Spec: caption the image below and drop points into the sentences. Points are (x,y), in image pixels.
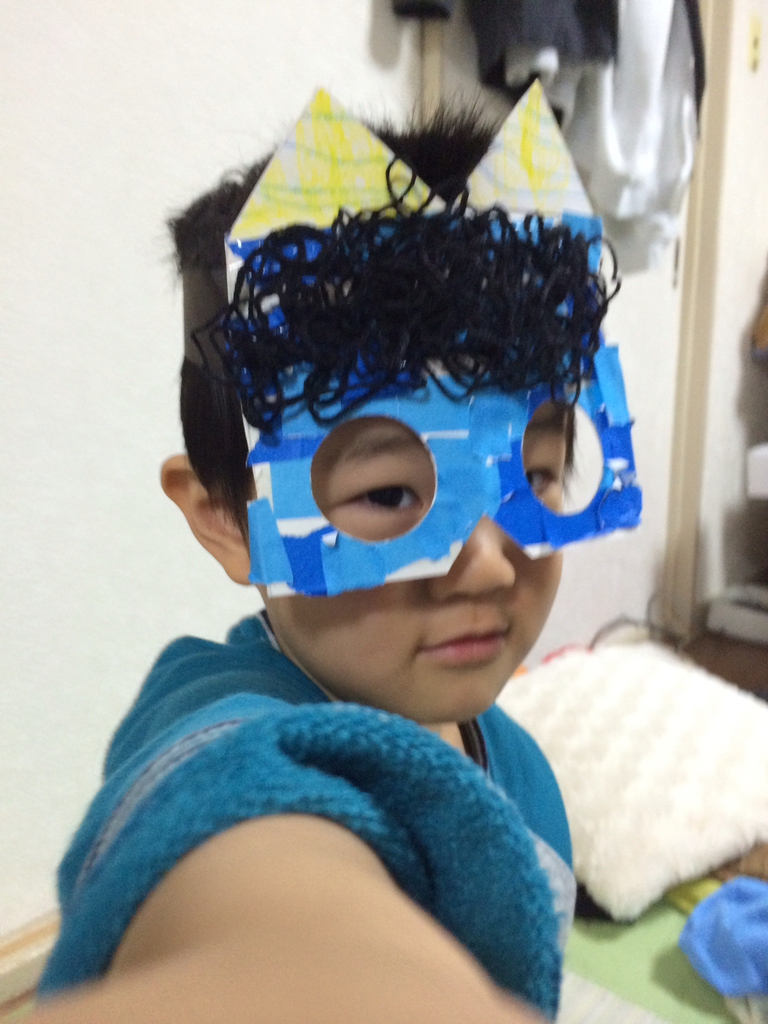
In this image we can see a boy (560,883) wearing a mask (451,520), also we can see a pillow (671,682) and some other objects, in the background (352,47) we can see the wall (117,169) and some clothes (629,142).
